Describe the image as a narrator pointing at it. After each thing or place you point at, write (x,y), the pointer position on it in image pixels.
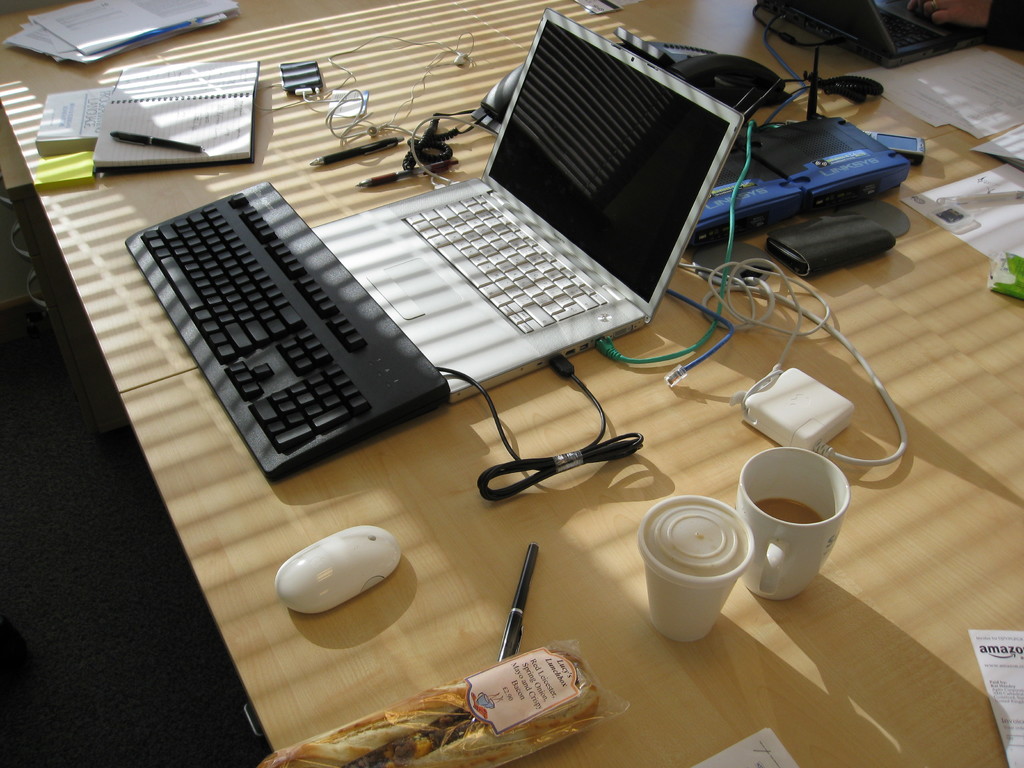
Here we can see a table (763,348) full of items (479,233) that is there is laptop (522,213) present here, and there is a keyboard (348,319) and there is a mouse (341,583), here there is a pen (510,616), here there is a cup of coffee (753,538), here we can see a book (181,133), these are the cable wires (734,204) related to the laptop (447,244).
